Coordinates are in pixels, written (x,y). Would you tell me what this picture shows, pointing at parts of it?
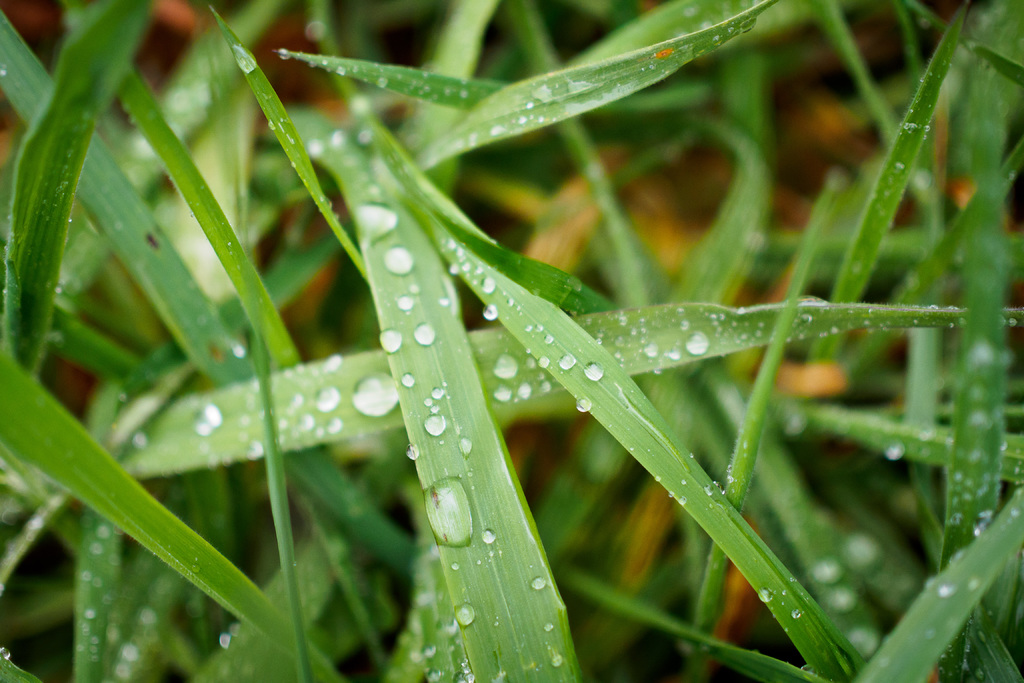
In this image, we can see water droplets (452,535) on leafs (551,383). In the background (241,320), image is blurred.
